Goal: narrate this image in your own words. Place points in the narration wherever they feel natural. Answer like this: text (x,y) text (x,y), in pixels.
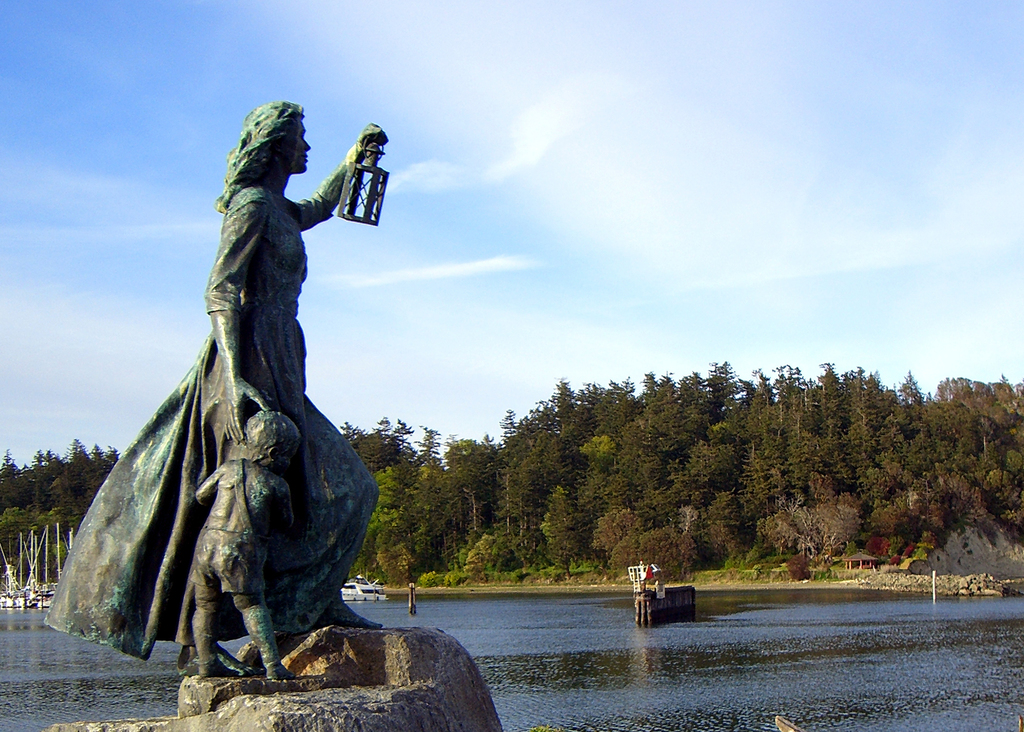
In this image we can see a statue (249,435) and in the background (24,574) there are few ships (12,571) on the water (700,652) and trees (738,531) on the ground (993,538) and the sky (17,459) in the background (525,216).
